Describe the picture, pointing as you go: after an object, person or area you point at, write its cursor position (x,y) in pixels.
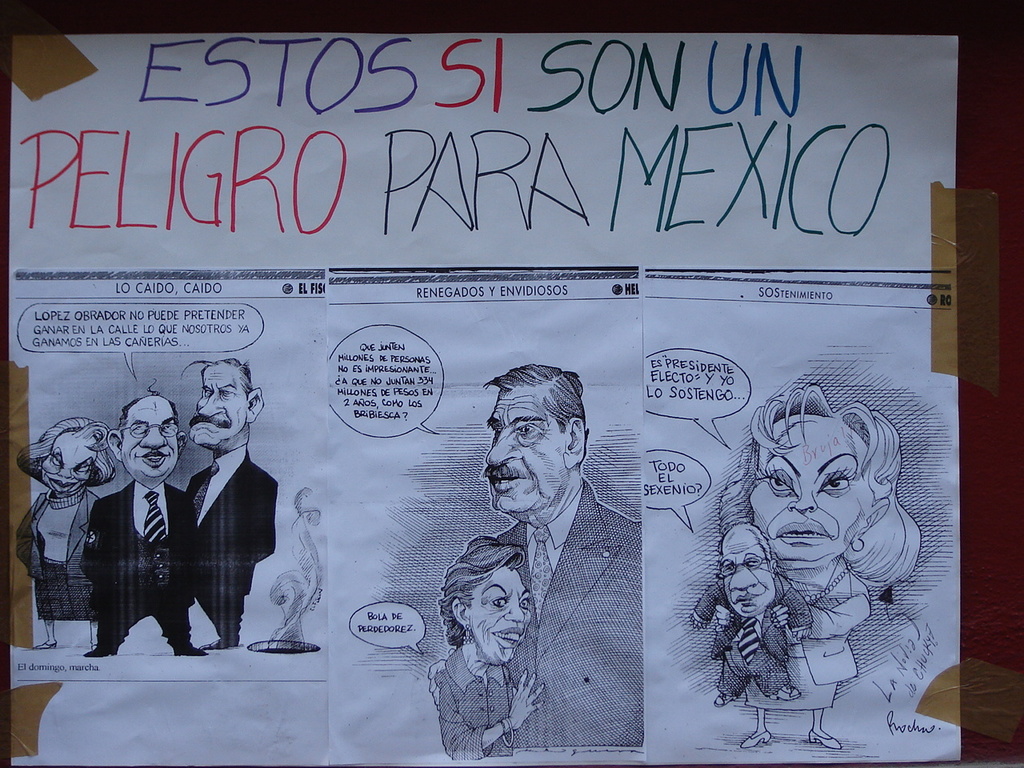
Here in this picture we can see a paper (521,182) pasted on a wall (9,153) and on that we can see some text (233,155) written and we can see some pictures (391,299) pasted.
